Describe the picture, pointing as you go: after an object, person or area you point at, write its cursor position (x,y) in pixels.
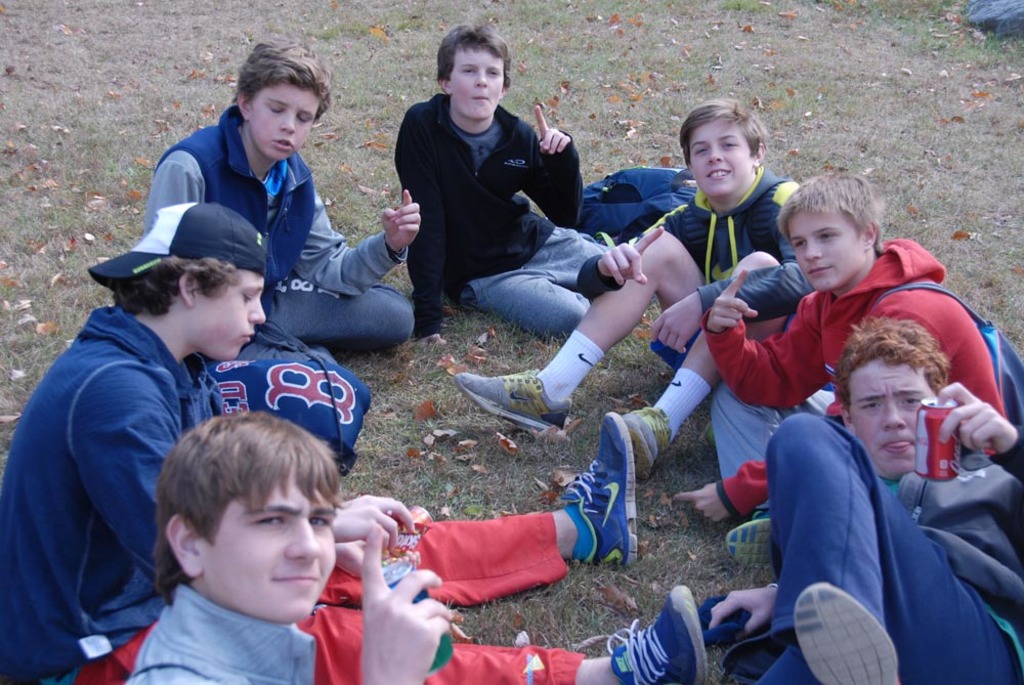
There are children (243,562) in different color dresses (248,625) on the grass (537,482) on the ground (58,180) on which, there are dry leaves (955,21). In the background (1015,8), there is an object (974,18) on the ground (973,31).
